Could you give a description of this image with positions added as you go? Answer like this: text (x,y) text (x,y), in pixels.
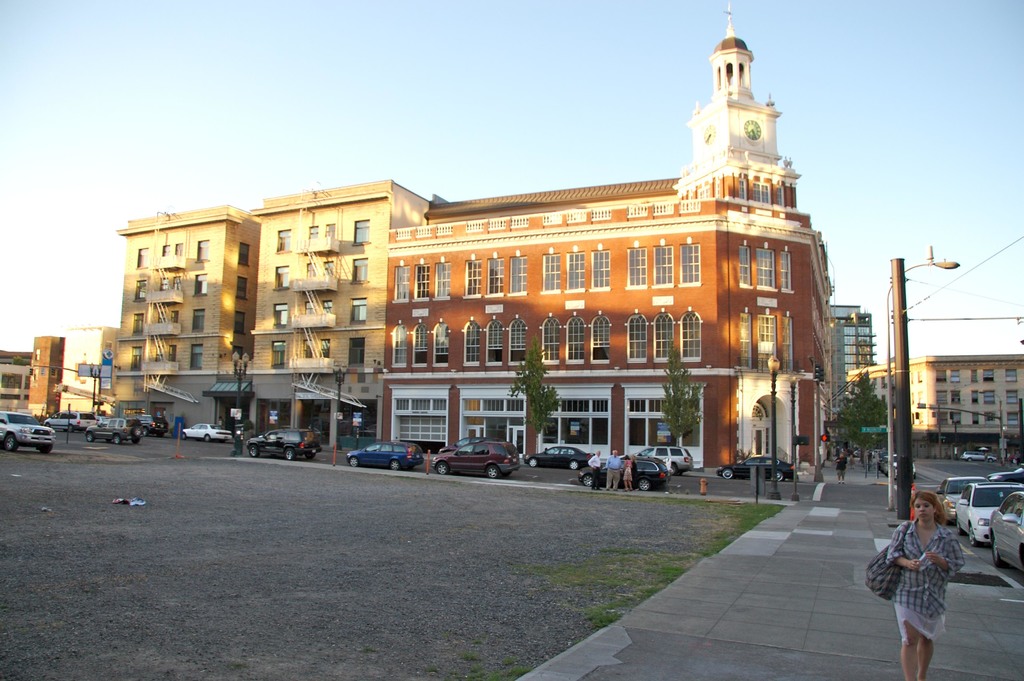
In this image there is a road (392,524), in the middle (554,337) there are some buildings (172,330), in front of the building (502,409), there are some trees (667,377), light poles (902,446), vehicles (187,437), there is a footpath (812,533) on the right side (951,608), on which there is a woman (933,592), there is a road (987,470), on which there are some vehicles (987,491), light poles (890,420), on the right side (973,412).
